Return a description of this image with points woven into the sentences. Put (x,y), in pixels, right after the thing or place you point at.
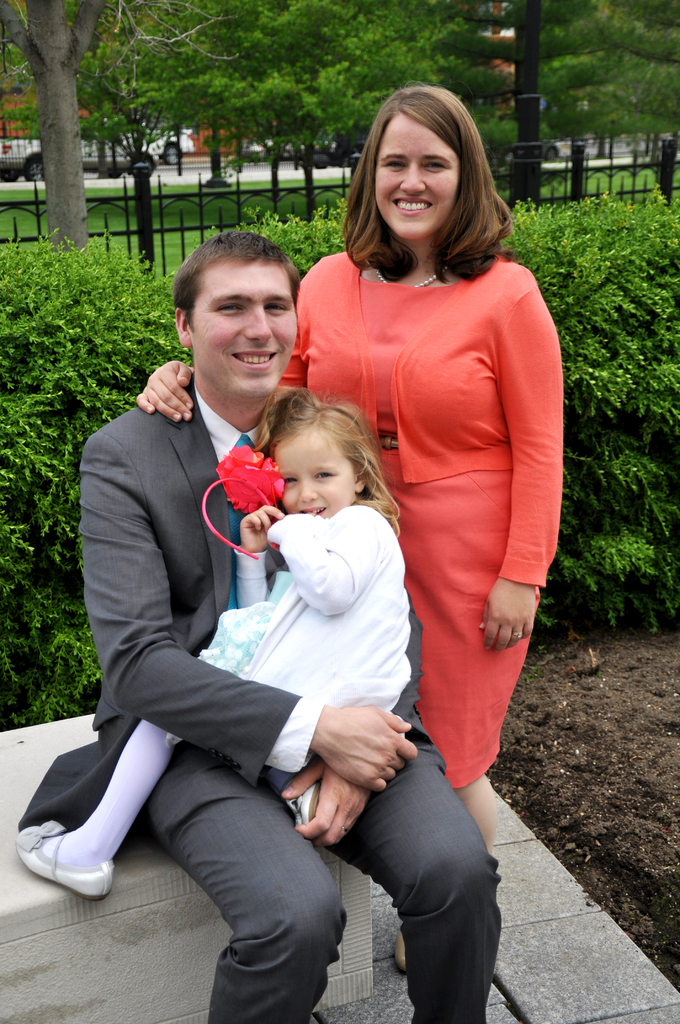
In this picture, there is a man (194,288) sitting on the bench (135,847). On his lap (254,799), there is a girl (334,580). Beside him, there is a woman (476,707) wearing an orange dress (445,514). Man (195,492) is wearing a blazer (195,632) and trousers (253,805). Behind them, there are plants (315,243) and fence (39,223). In the background (326,59) there are trees (339,125) and vehicles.
